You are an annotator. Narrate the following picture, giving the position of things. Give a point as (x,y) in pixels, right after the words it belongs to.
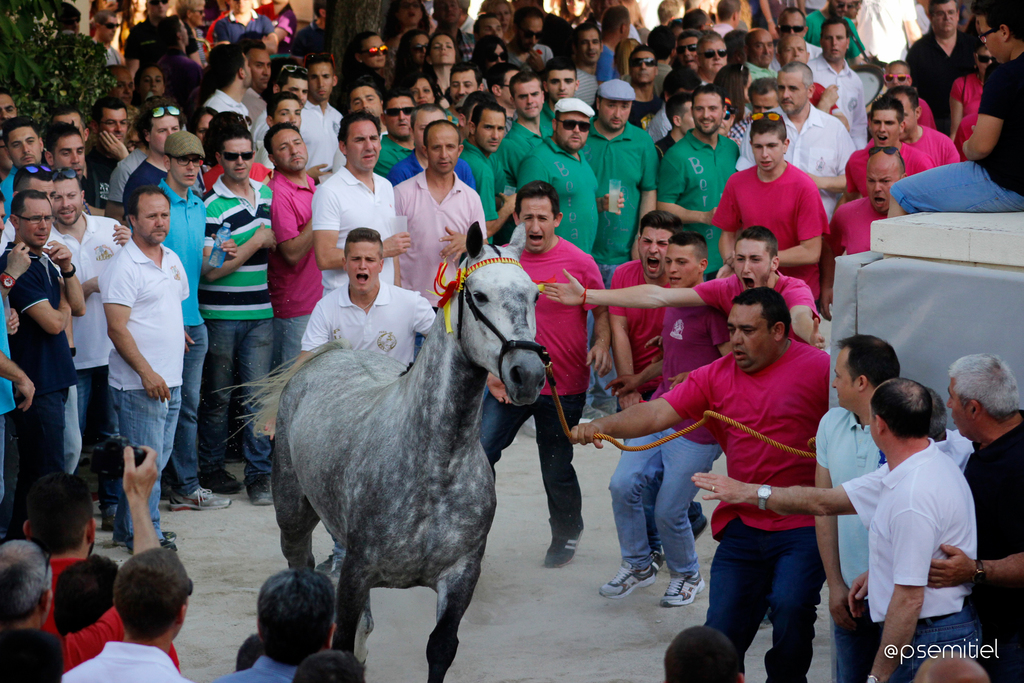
In this picture there is a man (343,328) who is behind the horse (452,387) and there is a group of people (594,123) standing.
